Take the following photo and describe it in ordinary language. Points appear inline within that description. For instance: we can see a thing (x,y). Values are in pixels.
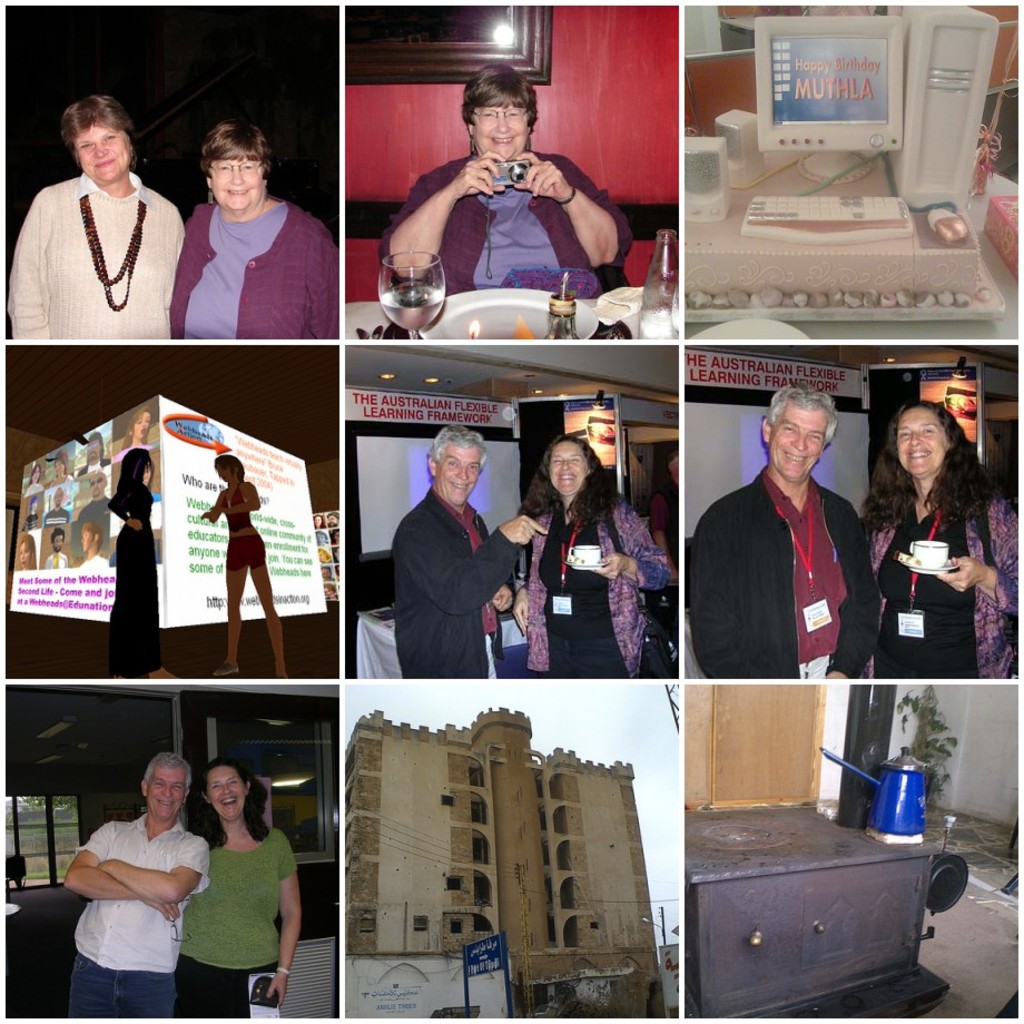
In the picture I can see nine images. In the First row first image we can see two person (207,254) standing and smiling. In the first row second image we can see a person (433,214) holding camera (510,182) is sitting and smiling, we can see glass (415,312), candle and bottles (665,310) are placed. In the First row third image we can see computer (871,65), CPU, keyboards (846,204), speakers (727,206) and mouse (969,233). In the second row first picture we can see an animated picture in which we can see two persons (250,496) are standing and we can see boards (87,527). In the second row second picture we can see two persons (472,520) are standing and smiling. In the second row third picture we can see two persons (947,526) standing and smiling. In the background (720,474), we can see some objects (832,472). In the third row first picture we can see two persons (155,908) are standing. In the third row second picture we can see a building (437,981) and board (473,970). In the third row third image we can see some objects (883,868), plant (930,766) and door (706,764).
